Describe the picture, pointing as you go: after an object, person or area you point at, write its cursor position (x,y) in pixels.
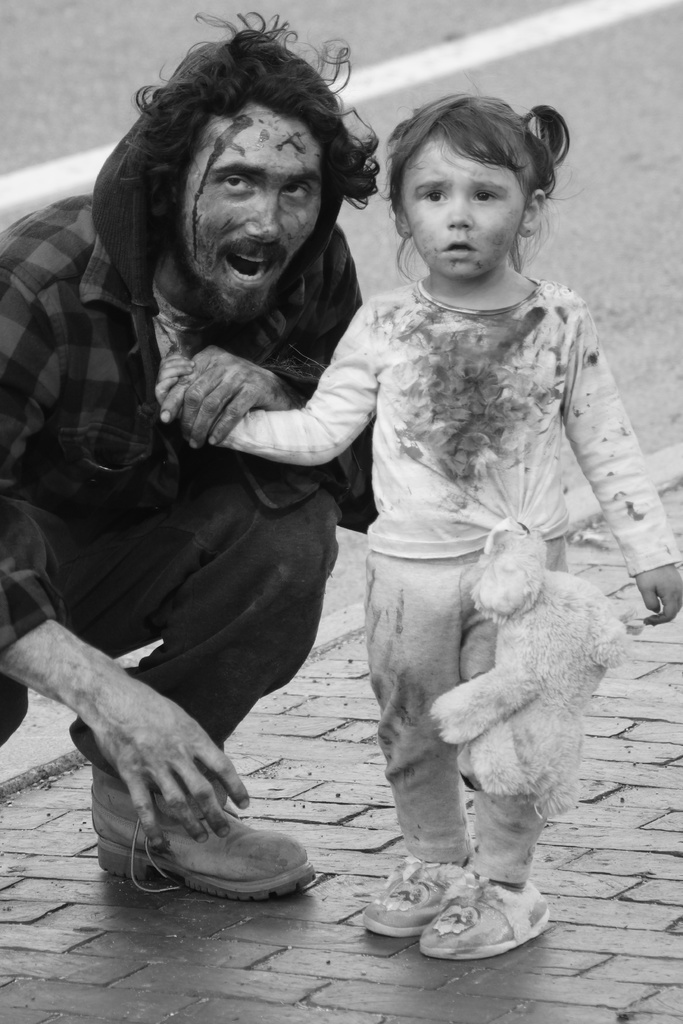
In this picture I can see a girl (463,467) and I can see a soft toy (483,727) and a man (215,483) on the side holding her hand (196,386) on the sidewalk (657,663) and I can see road (5,74) on the back (43,66).
